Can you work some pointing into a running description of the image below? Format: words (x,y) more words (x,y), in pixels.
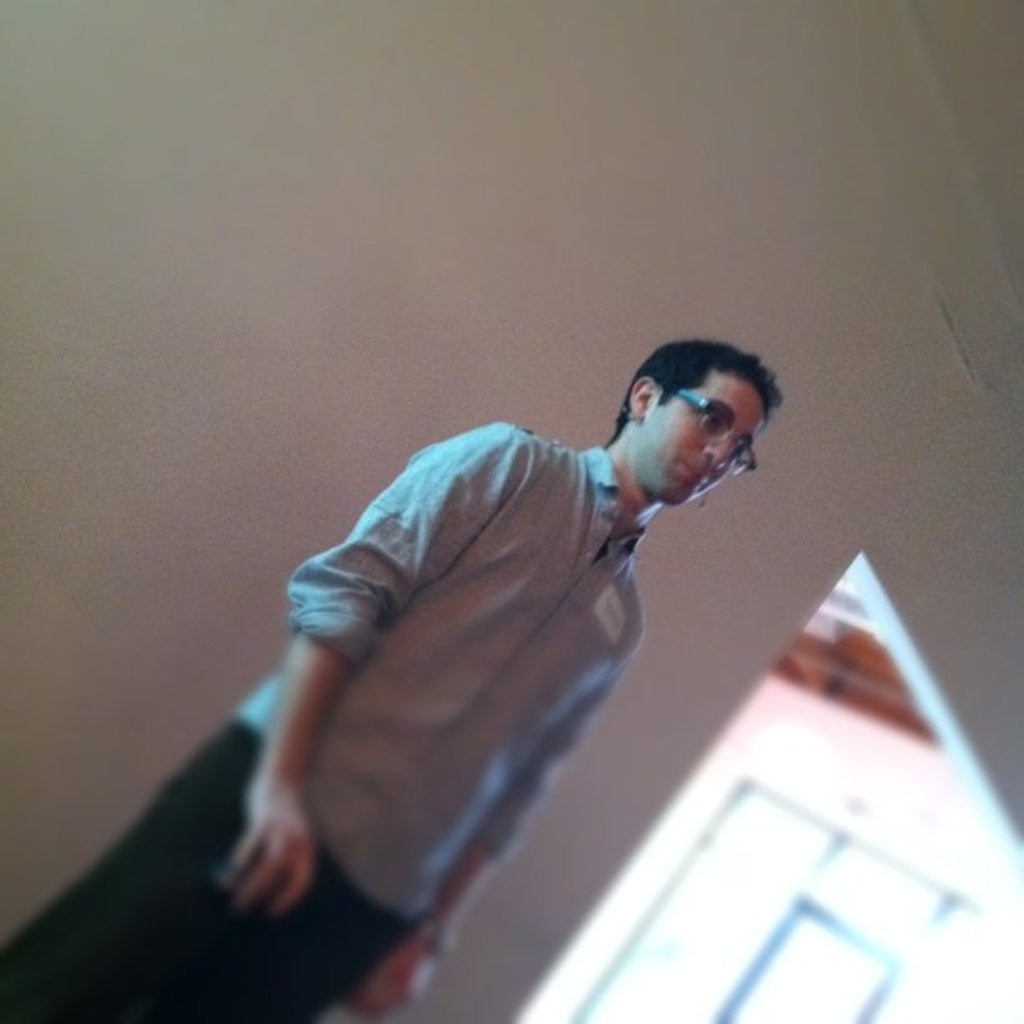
In this image we can see a person (538,704) wearing shirt (584,555) and spectacles (712,401) is standing near the wall (1007,243). This part of the image is slightly blurred.
